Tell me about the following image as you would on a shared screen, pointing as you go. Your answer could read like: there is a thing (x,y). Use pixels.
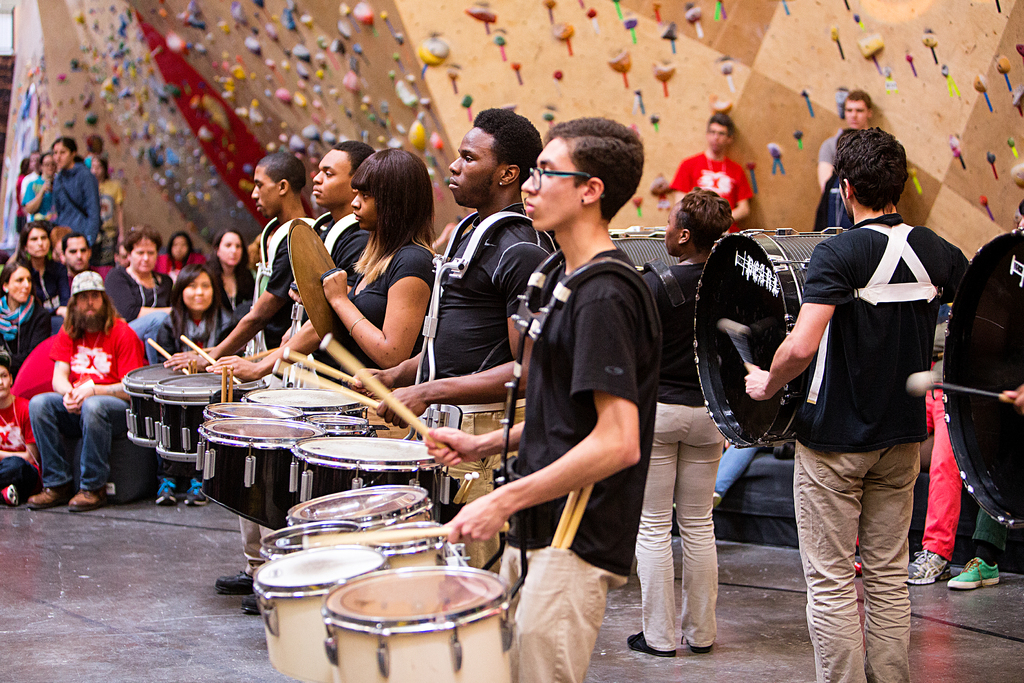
Here we see a group of people (299,182) performing with drums (292,504) and few people (238,247) seated and watching them.
